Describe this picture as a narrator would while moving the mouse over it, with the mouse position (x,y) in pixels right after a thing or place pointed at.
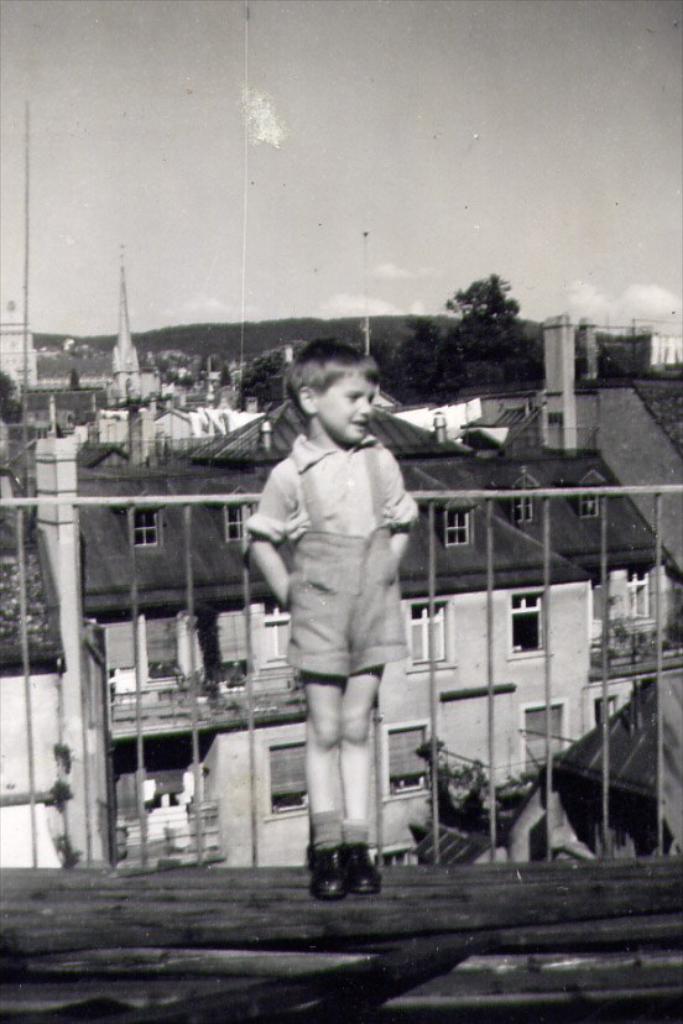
This is a black and white image. In this image we can see there is a boy (326,739) standing, behind the boy (326,790) there is a railing (551,799). In the background (552,581) there are buildings (123,380), trees (478,327) and sky (425,255).
